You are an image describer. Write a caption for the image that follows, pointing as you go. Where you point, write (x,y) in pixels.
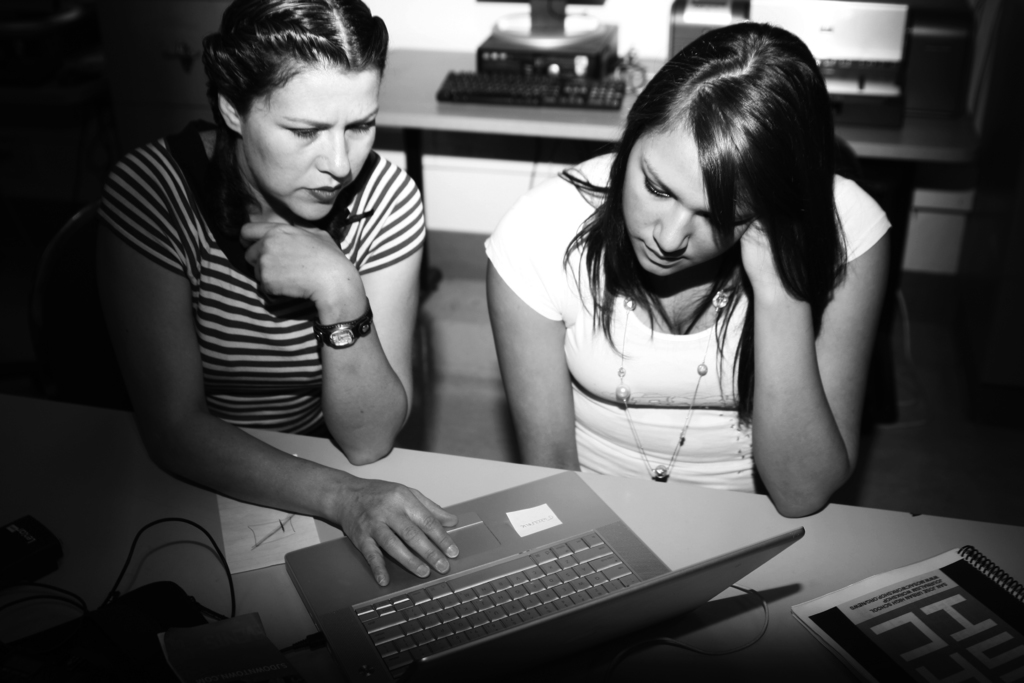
In this image there are two people (529,393) sitting. There are chairs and tables (835,583). There is laptop (492,615). We can see file (861,668). In the background (540,77) we can see monitor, cpu (526,69) and keyboard (558,87).
